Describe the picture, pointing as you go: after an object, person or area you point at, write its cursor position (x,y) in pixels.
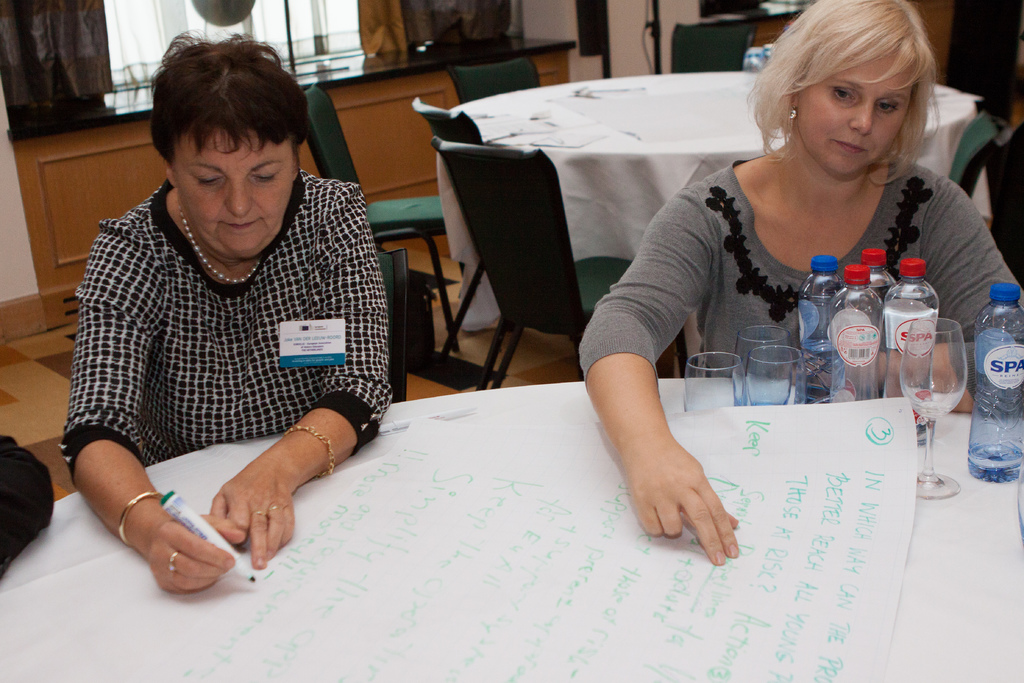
At the bottom of the image (932,575) there is a table (401,448). On the table (726,613) there is a chart (791,405), glasses (778,401) and bottles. Behind the table (968,425) there are two ladies (770,298) sitting. On the left side of the image (230,441) there is a lady (249,253) holding a sketch pen (190,521) and she is writing on the chart (614,610). Behind them there is a table (550,90) with a few things (548,122) and also there are chairs (314,127). In the background (23,87) there is a wall (635,42) with windows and curtains (127,44).
